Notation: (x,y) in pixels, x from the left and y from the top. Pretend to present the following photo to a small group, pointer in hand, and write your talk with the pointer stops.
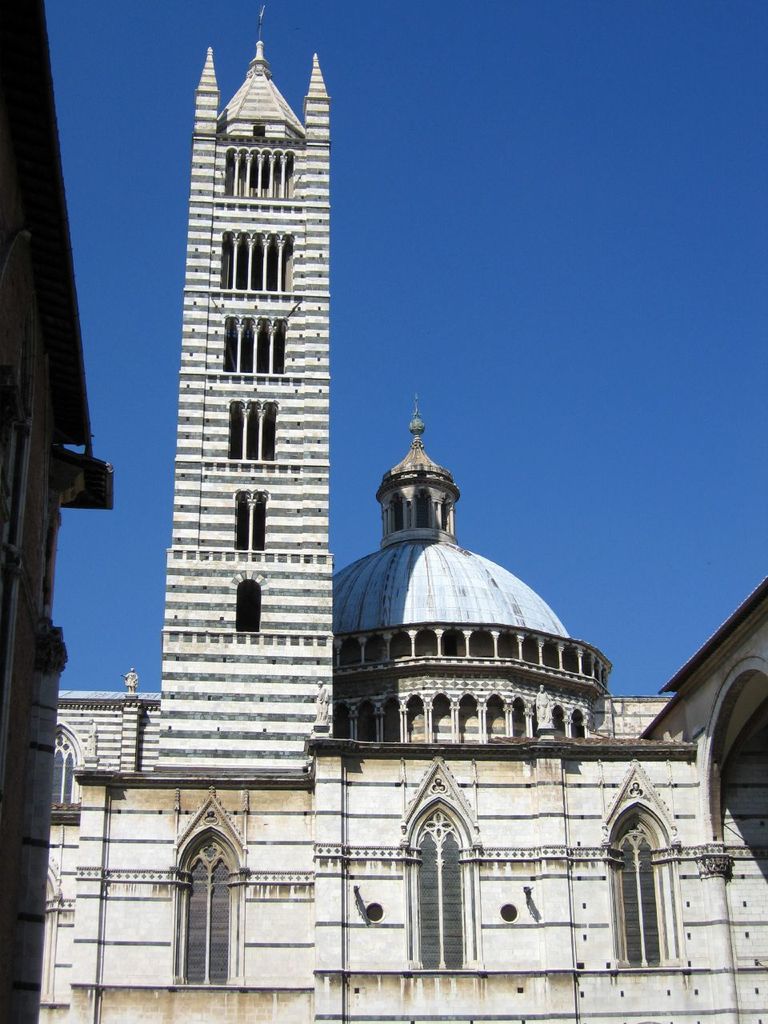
In the foreground of the picture (55,558), on the left (55,542), there is a building (29,450). In the background (449,853), there is another building (450,799) and in the middle (480,596) there is a dome (480,593) of that building (485,725). At the top (456,124), there is the sky (430,146).
